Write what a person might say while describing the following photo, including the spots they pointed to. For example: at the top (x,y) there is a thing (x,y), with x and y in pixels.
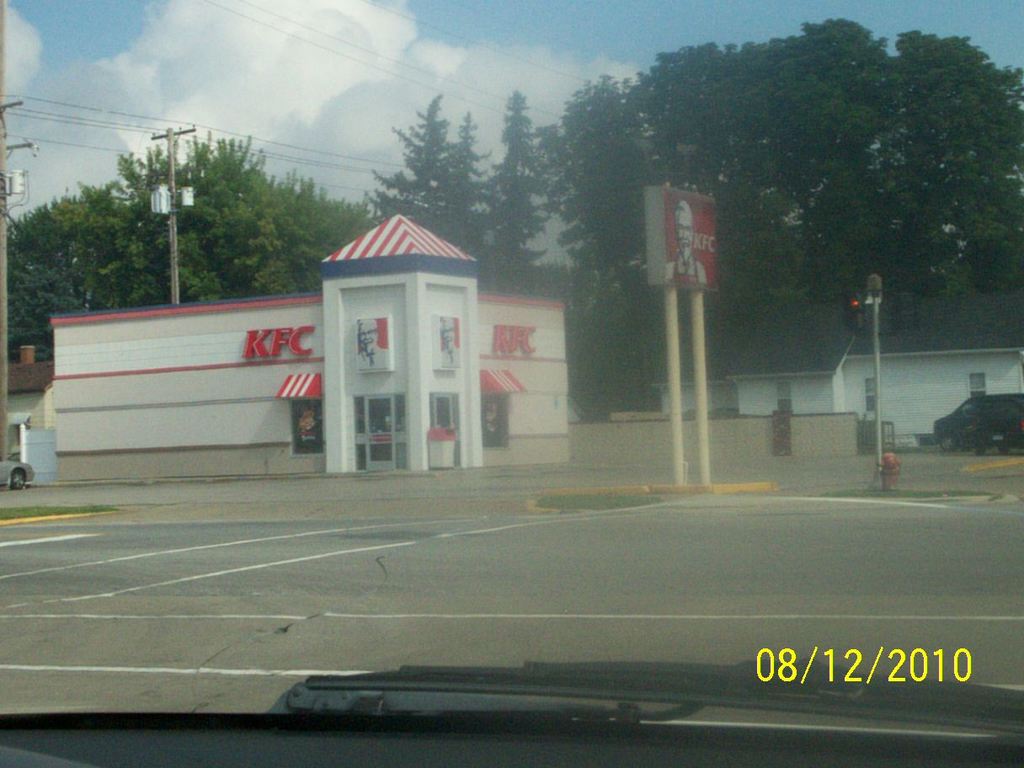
I can see this picture is taken from inside a vehicle (426,763). I can see the windshield (490,678), the wiper (460,674), the road (457,645), few vehicles (972,409), few poles (703,450), few boards (295,346), few wires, few trees (938,267) and few buildings (965,396). In the background (272,140) I can see the sky (319,62).
